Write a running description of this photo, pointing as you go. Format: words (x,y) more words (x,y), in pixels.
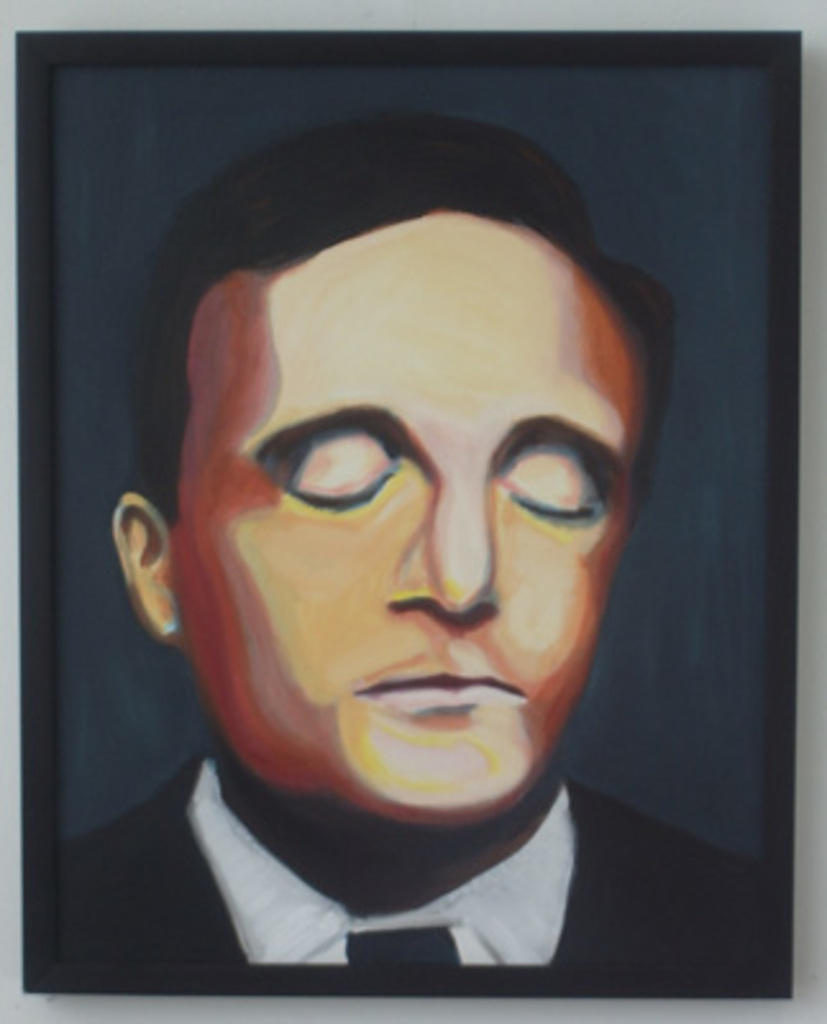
In this image, we can see a picture (375,297) of a person (363,488).
